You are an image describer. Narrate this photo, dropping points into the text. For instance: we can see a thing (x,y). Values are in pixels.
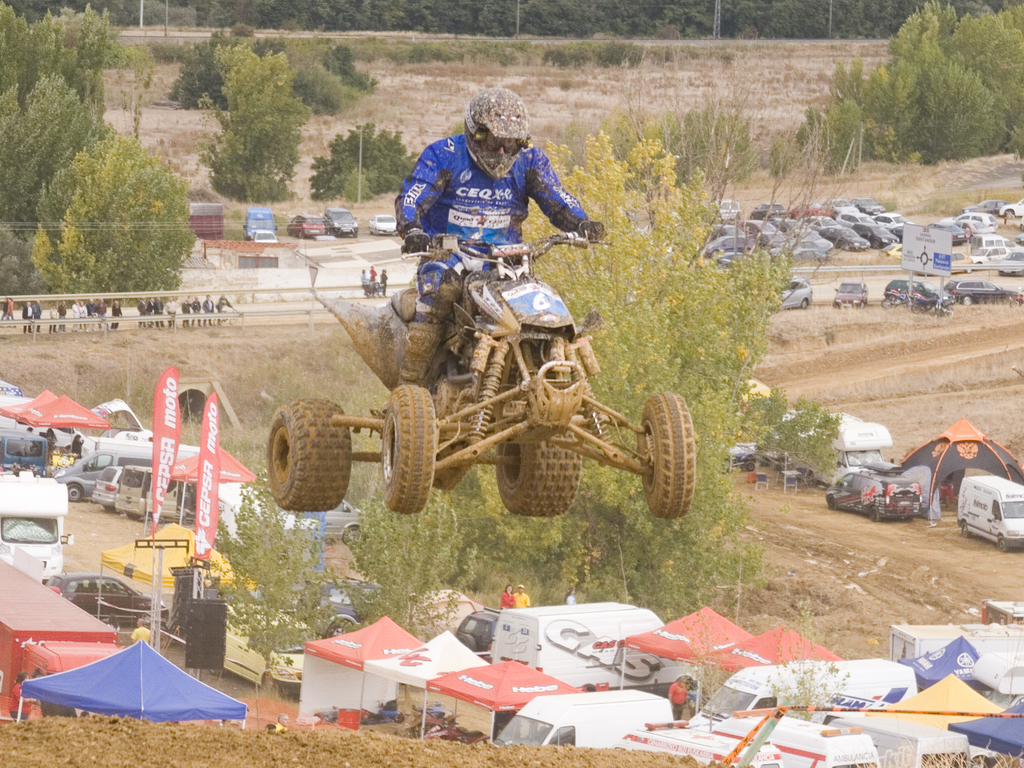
In this picture I can see there is a man (521,197) riding a quad bike (463,380) and he is wearing a blue uniform (479,215) and a helmet (501,103). There is mud (536,166) all over him and the bike (478,246), the floor (252,746) is dirt (241,743) and there is mud (288,747) and there are few tents (311,705), many vehicles (557,648) parked, there are few people (28,315) standing on to left (173,326) behind the fence (11,322) and there are trees (712,239).
